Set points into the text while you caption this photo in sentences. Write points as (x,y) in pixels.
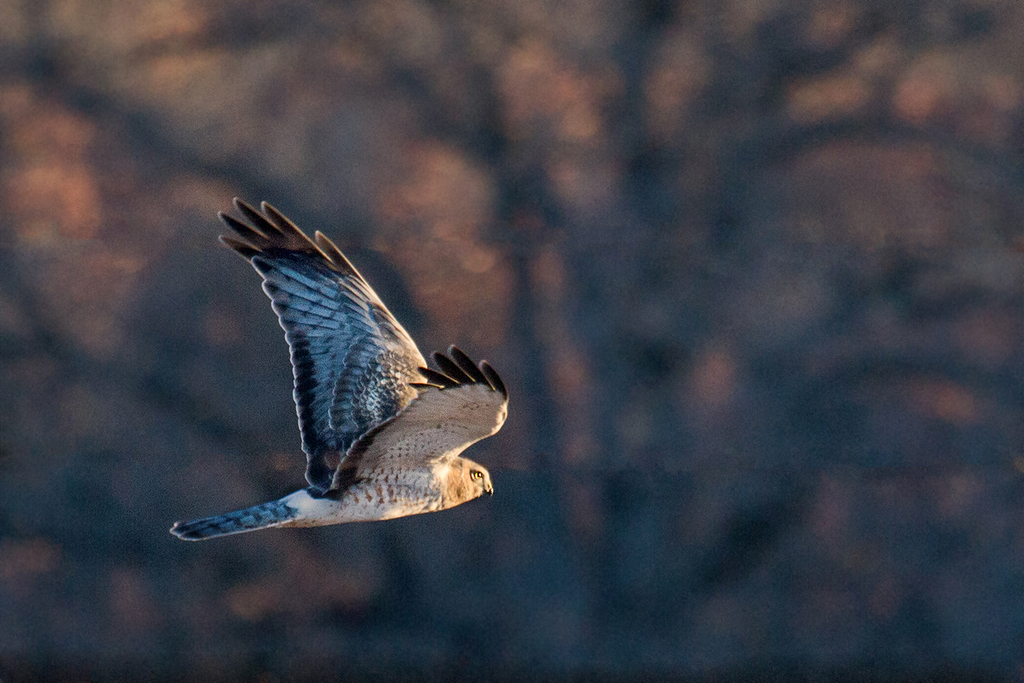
In this image I can see a bird (321,439). I can see the background (370,142) is blurred.
